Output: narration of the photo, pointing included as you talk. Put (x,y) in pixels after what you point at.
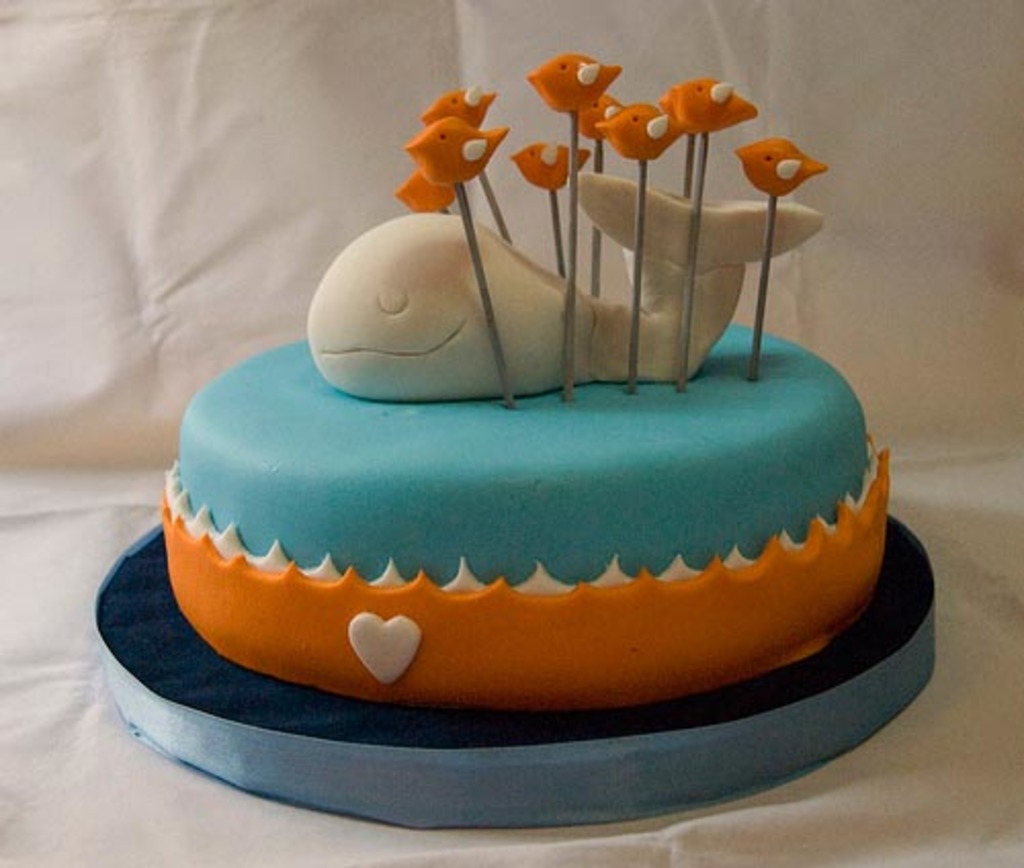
In the picture I can see a designer cake (543,613) which is in orange, blue and white color. It is placed on the white color surface (253,843). Here I can see the cake (435,483) on which I can see the shapes of a fish (389,342) and birds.
